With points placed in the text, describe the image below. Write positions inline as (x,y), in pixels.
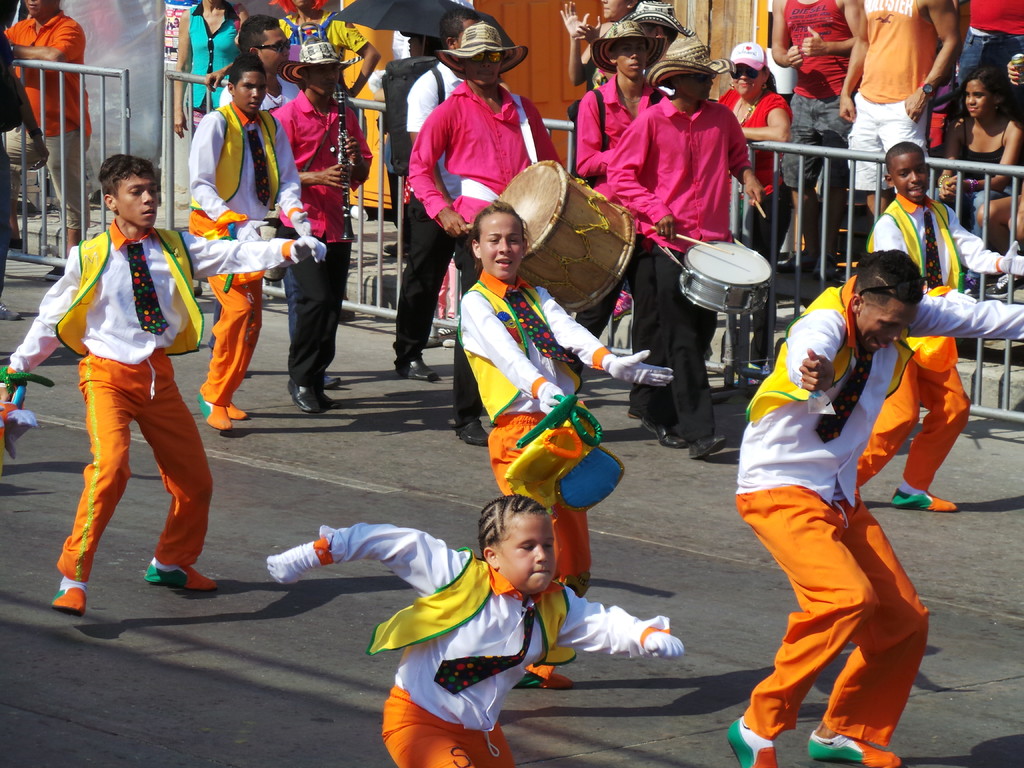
There are many people (480,401) dancing on the road (351,597) and some of them were playing drums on the side of the road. There is a railing (777,171) behind them. In the background (859,170) there are some people (842,56) standing and watching at them.
